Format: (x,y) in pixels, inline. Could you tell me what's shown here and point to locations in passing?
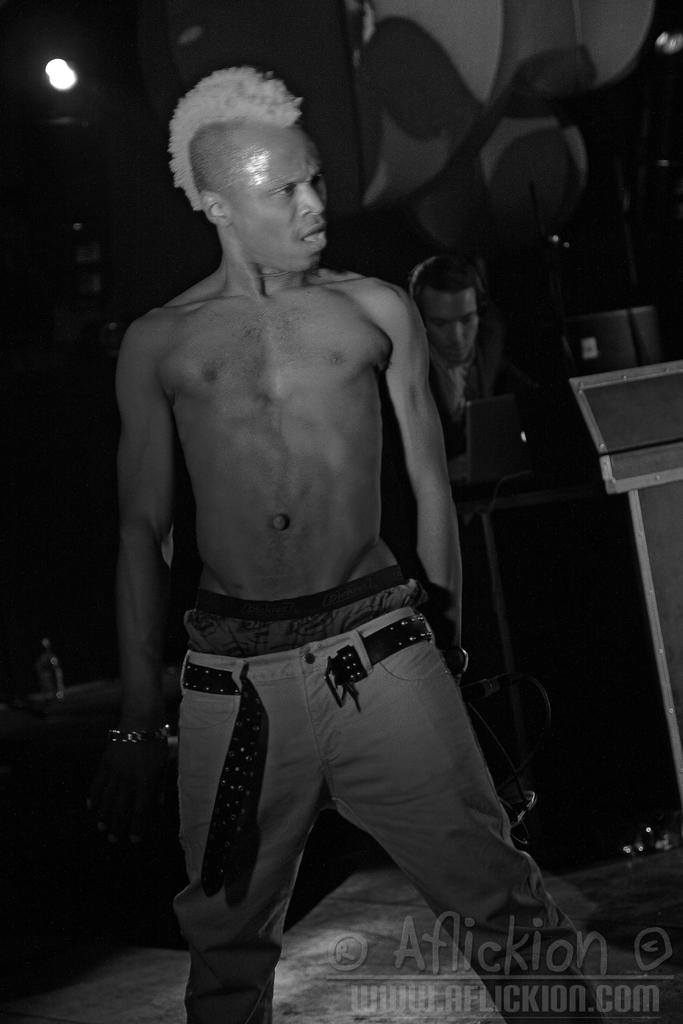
In this image we can see two people (313,558), among them one person (349,628) is standing and the other person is sitting and working on a laptop (492,419), there are some objects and the background (22,100) is blurred.
